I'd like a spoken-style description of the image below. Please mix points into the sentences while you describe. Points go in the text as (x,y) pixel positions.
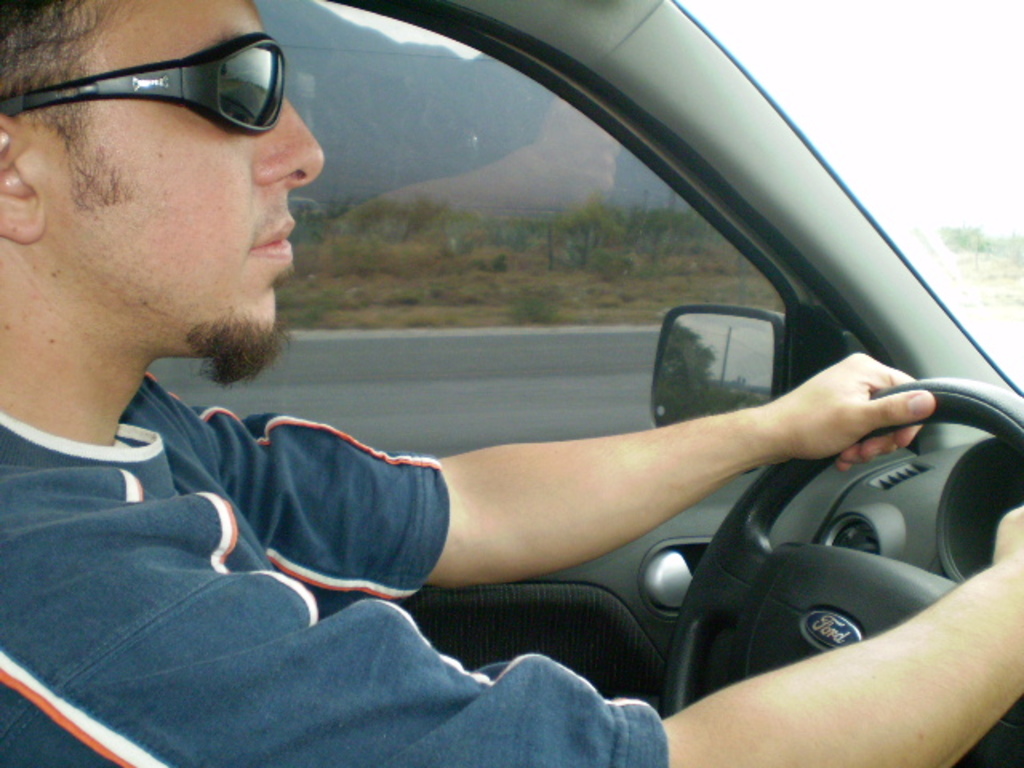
In this image we can see a person (691,741) riding a car (580,34). In the background of the image (468,230) we can see trees (486,224) and mountains (332,67).
